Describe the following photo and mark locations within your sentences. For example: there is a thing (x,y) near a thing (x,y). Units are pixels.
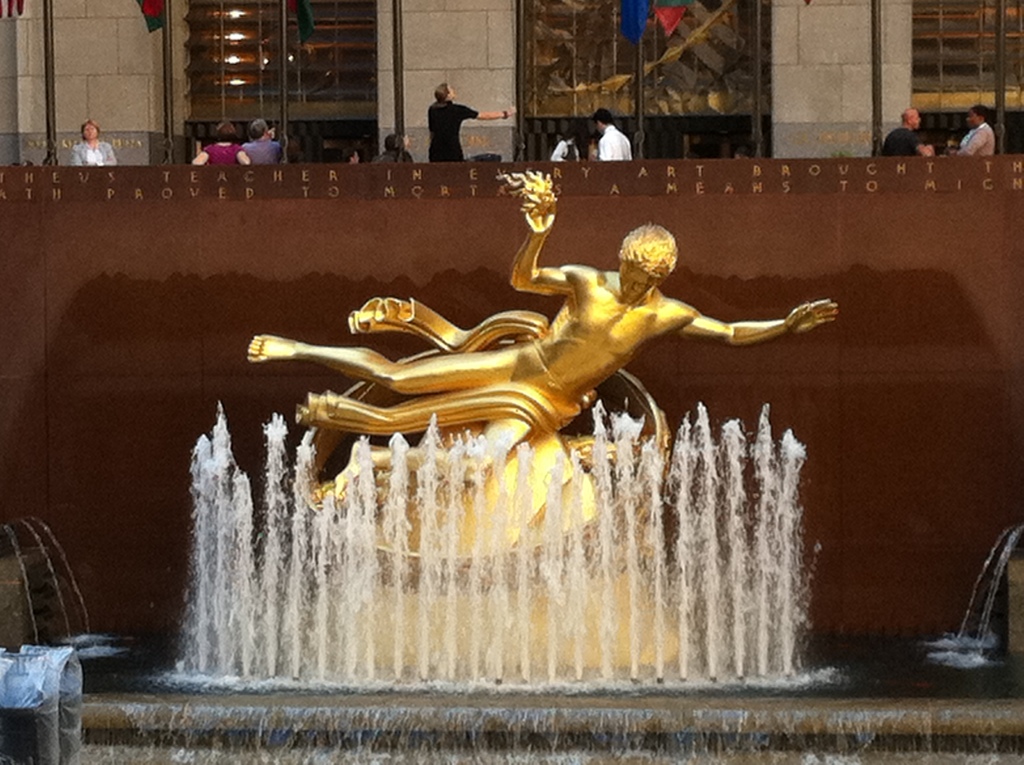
In this image, we can see a statue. We can also see the waterfall (774,606). We can see the wall (53,260) with some text (197,172). There are a few people (612,149). We can see some flags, poles (1001,106). We can also see some glass (326,70).
